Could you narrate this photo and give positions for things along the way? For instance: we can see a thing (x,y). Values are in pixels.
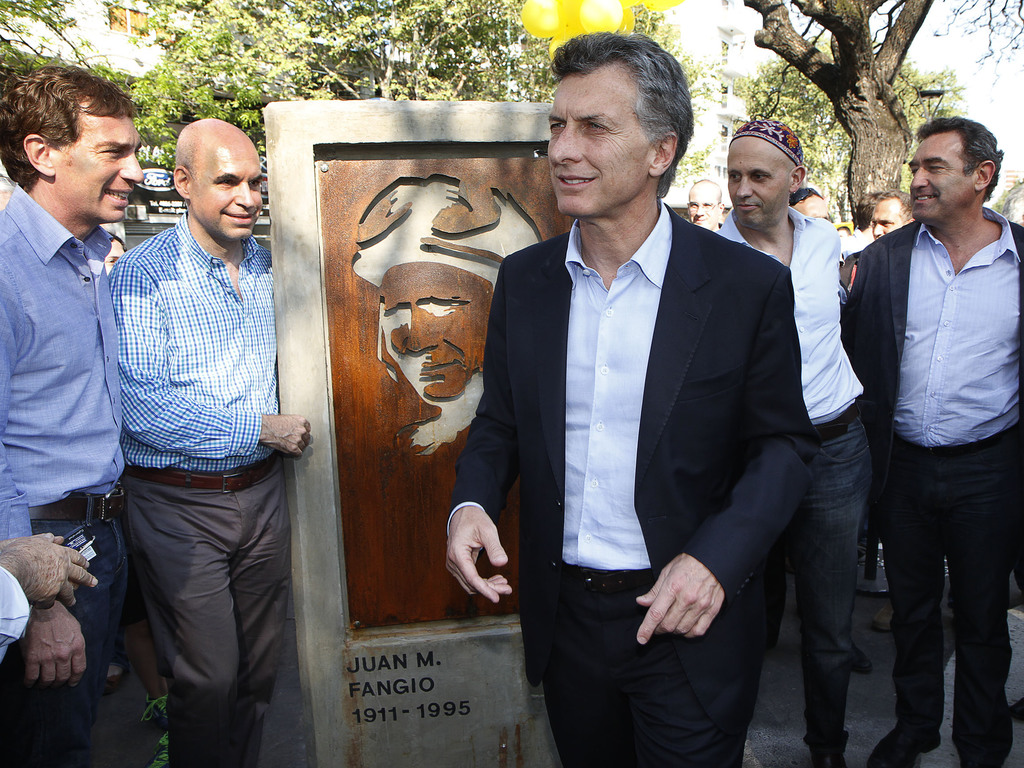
This image is clicked on the road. In this image there are many persons (826,465). In the front (642,569), the man (675,505) walking is wearing a black suit (570,587). Behind him there is stone (377,269) on which there is a picture (406,466). In the background (244,76), there are trees (205,57).
